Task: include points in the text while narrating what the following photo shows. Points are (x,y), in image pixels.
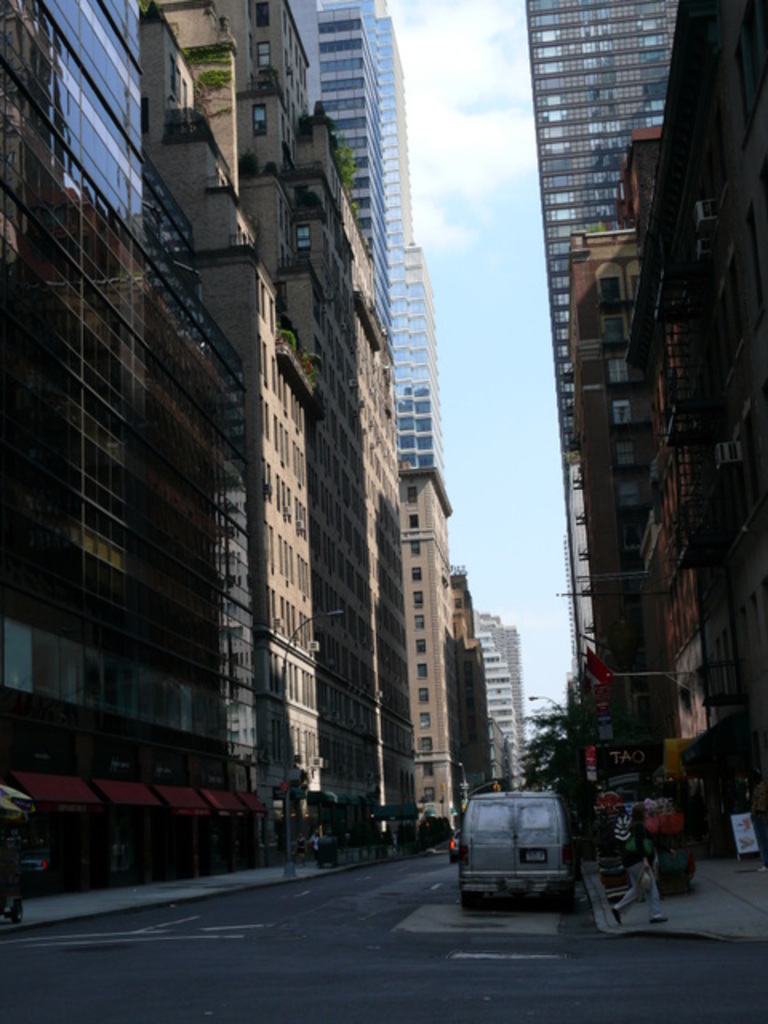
In this image there is the sky (476,159), there are clouds (480,190) in the sky (483,288), there are buildings (679,267) truncated towards the right of the image (662,372), there are buildings (139,331) truncated towards the left of the image (69,433), there are buildings (254,61) truncated towards the top of the image (647,11), there is road (376,916), there are vehicles (505,841) on the road (501,912), there is a tree (540,771), there is a pole (290,848), there is a board (623,758), there are objects (690,858) on the ground (694,892), there is a person (626,856) walking, there is an object (3,881) truncated towards the left of the image (18,794), there is a flag (598,679), there are windows (755,37).
